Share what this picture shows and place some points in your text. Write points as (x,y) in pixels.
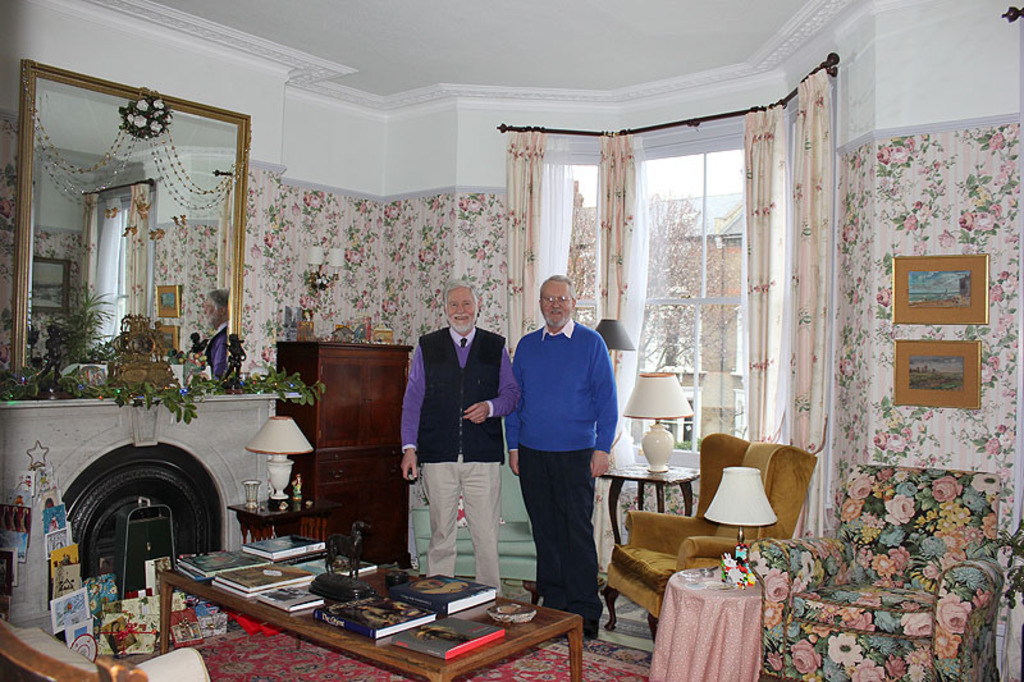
There are two members (499,413) standing in this picture in the hall (988,169) in front of a table (460,615) on which some books (348,605) were placed. There are some chairs (785,550) and a lamp (723,523) which is placed on the stool (718,611). In the background (557,245) there are some curtains (549,240), Windows (672,242) and a photo frames (938,366) attached to the wall (970,190). There is a mirror (100,224) on the left side (121,203).
